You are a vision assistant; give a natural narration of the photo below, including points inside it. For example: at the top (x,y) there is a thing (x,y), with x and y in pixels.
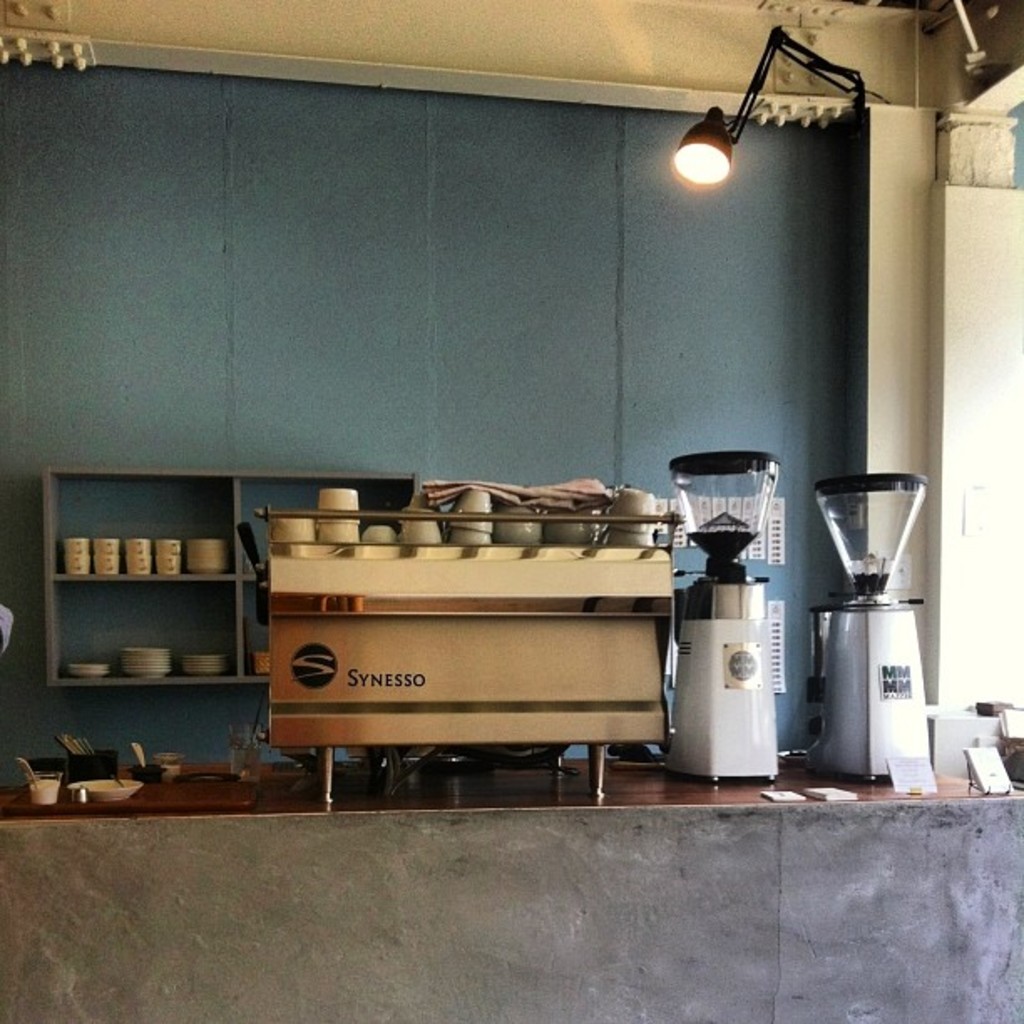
In this image I can see the countertop (305,796). On the countertop (574,789) I can see the box (418,634) and there are many bowls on it. To the right (741,711) I can see mixer jars (707,662). To the left (123,792) I can see the bowls (106,788), plates (89,780) and spoons (18,768). In the back (255,483) I can see the rack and there are plates (144,674) and bowls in it. I can also see the blue color wall (402,246) in the back (547,215). There is a light (688,133) in the back (688,133).
